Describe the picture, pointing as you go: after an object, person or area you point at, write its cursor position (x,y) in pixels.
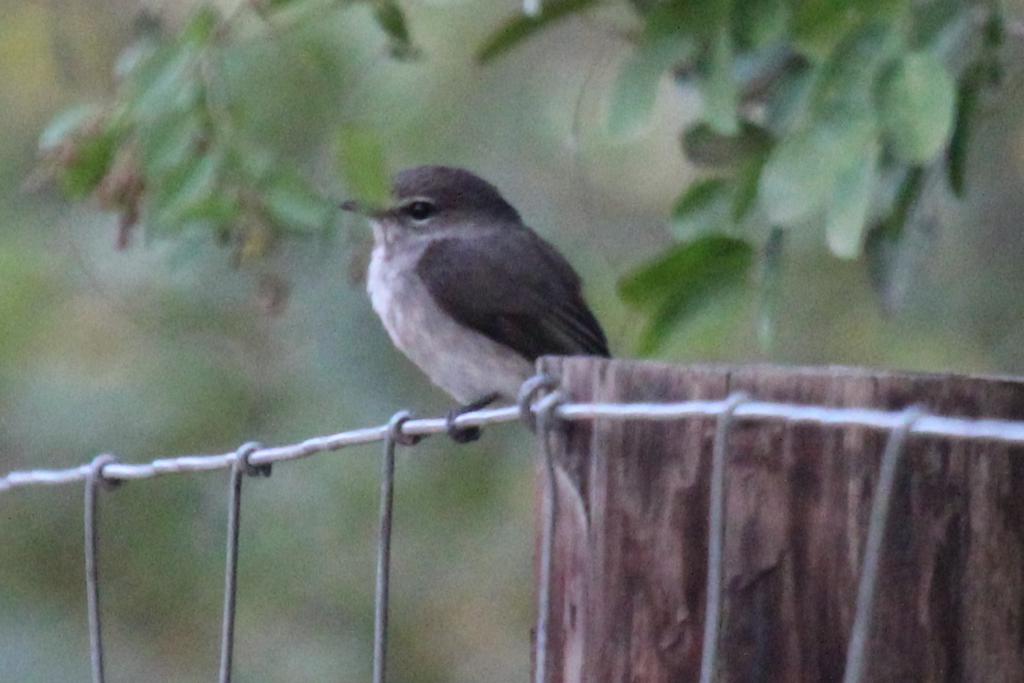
There is a bird (399,267) sitting on a steel rod (825,409). Near to that there is a wooden log (791,496). In the back (805,123) there are leaves (216,136) and it is blurred. On the steel rod (248,459) there are some other steel rods (88,515) connected.
